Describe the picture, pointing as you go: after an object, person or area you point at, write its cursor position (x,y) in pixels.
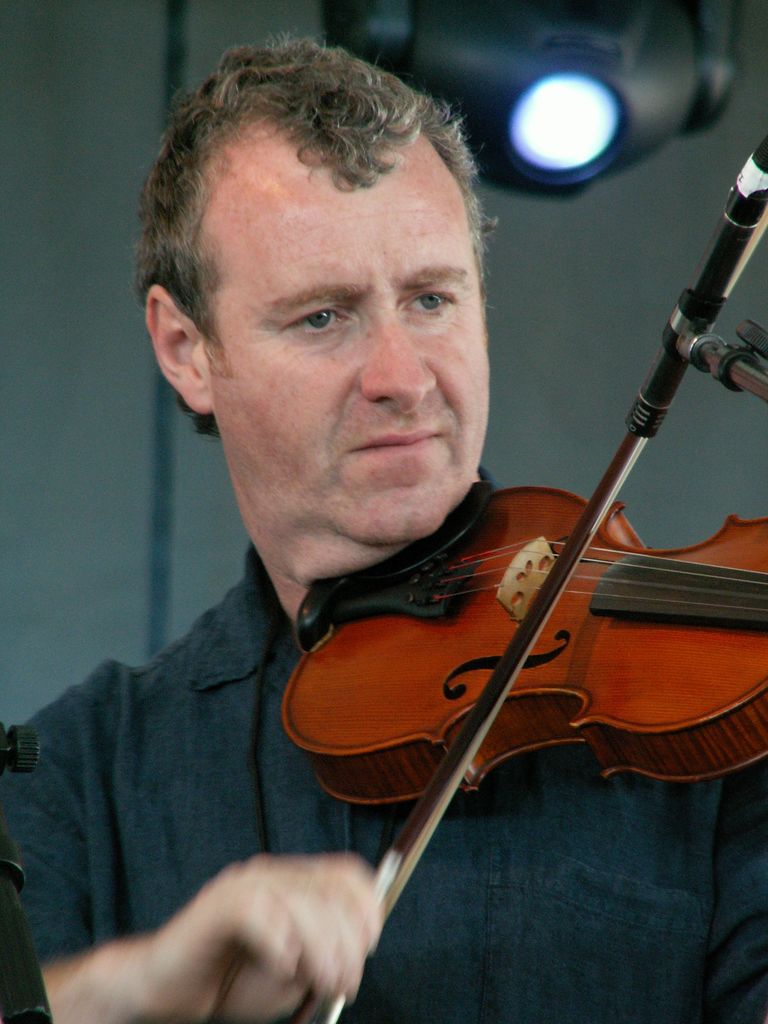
He is holding a violin (539,537). He is playing a violin (579,723). He is wearing a black shirt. We can see in background (93,140) grey color wall (37,87) and lights (530,128).
